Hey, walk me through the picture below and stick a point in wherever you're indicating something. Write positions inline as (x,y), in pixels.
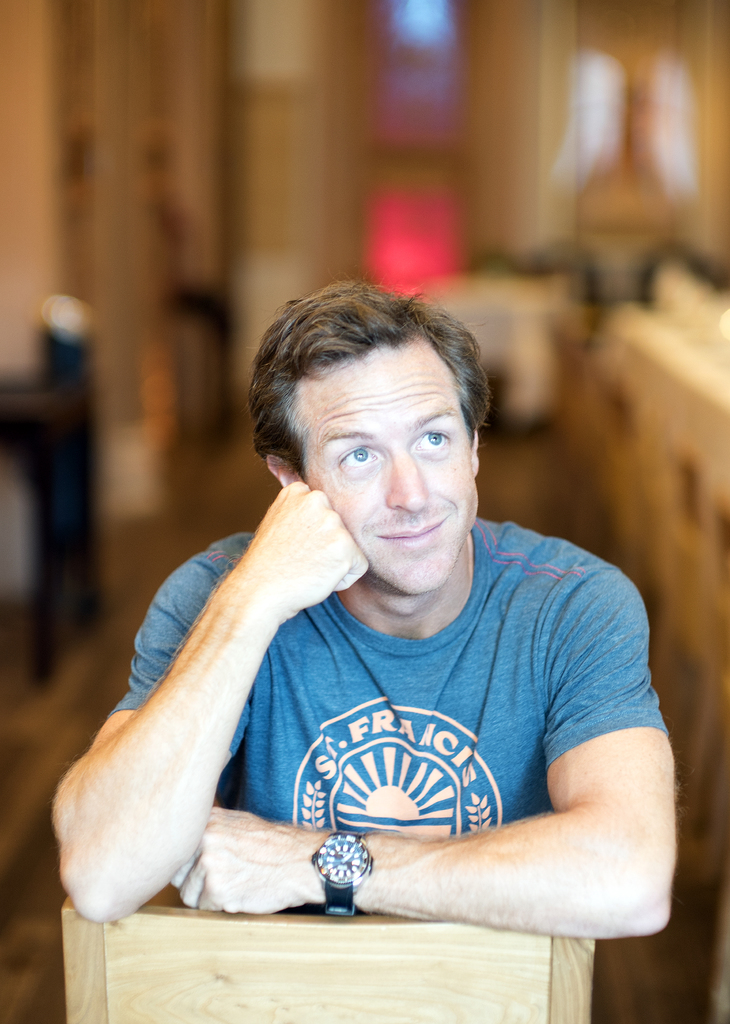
In this image we can see a man (643,603) and there is an object (312,966) which looks like a chair (438,995) and in the background (470,216) the image is blurred.
